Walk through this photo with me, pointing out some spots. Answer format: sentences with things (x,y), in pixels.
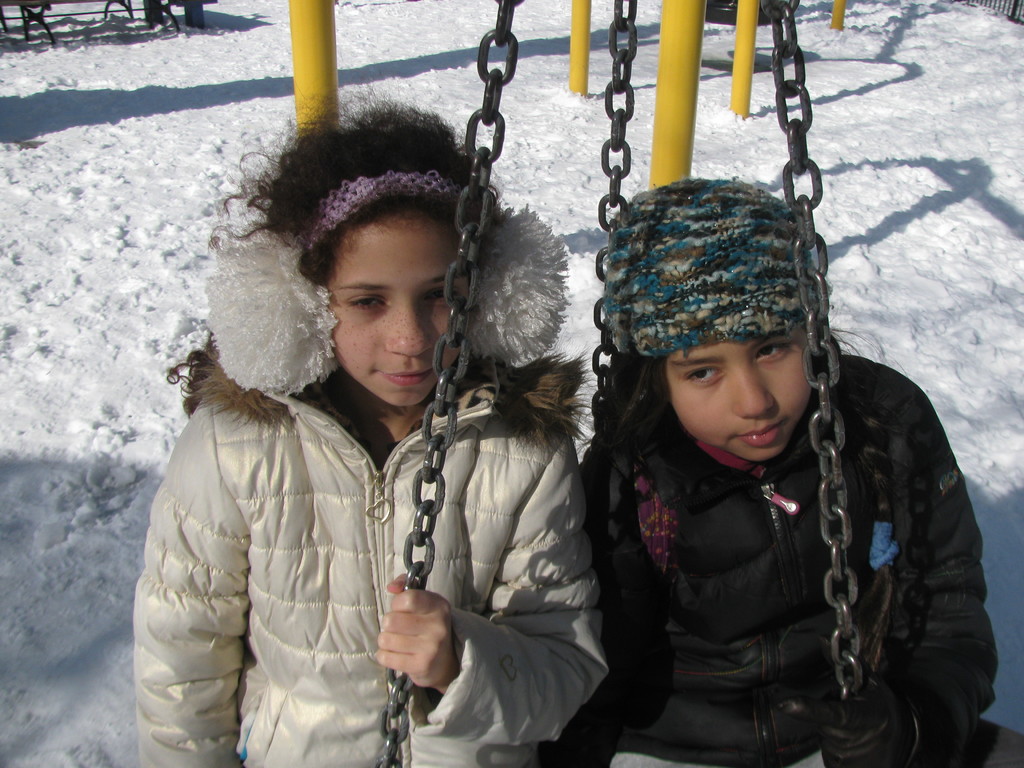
In this image I can see two people (529,583) with black and cream color jackets (494,663). These people (726,655) are holding the chains (836,463). In the background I can see some the yellow color poles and the bench (10,5). These people (401,126) are on the snow (117,520).
